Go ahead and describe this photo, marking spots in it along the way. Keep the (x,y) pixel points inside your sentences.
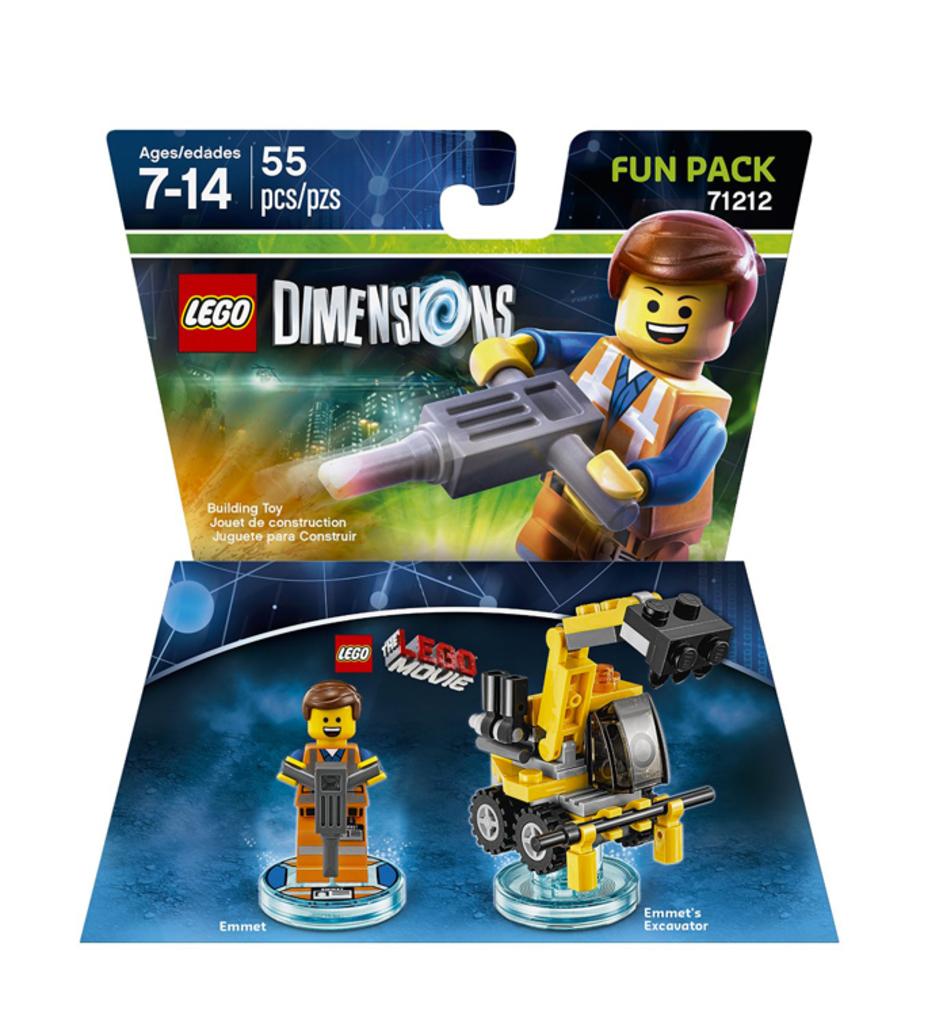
In this image we can see posters (394,721). On the posters (451,748) there are images (577,527) of toys (334,721), text (277,524) and numbers (228,204).
